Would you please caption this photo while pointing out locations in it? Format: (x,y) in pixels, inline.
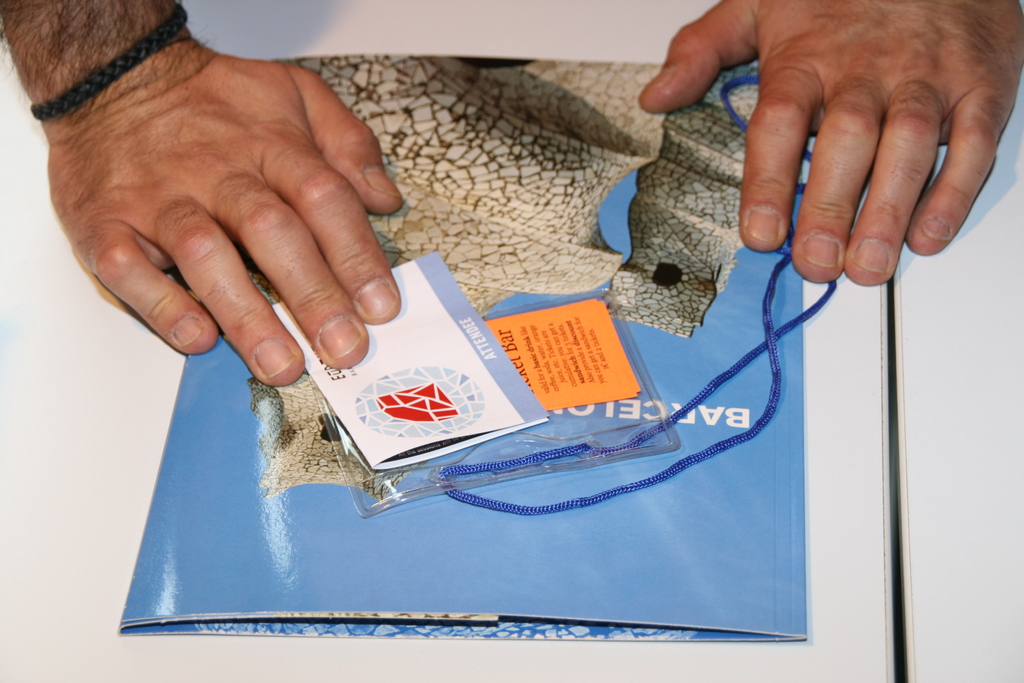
In this image we can see there are hands (791,69) of a person (286,183) on the table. And there are a booklet (584,510) and card (485,419) which the person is holding. There is a thread (733,371) placed on the table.
